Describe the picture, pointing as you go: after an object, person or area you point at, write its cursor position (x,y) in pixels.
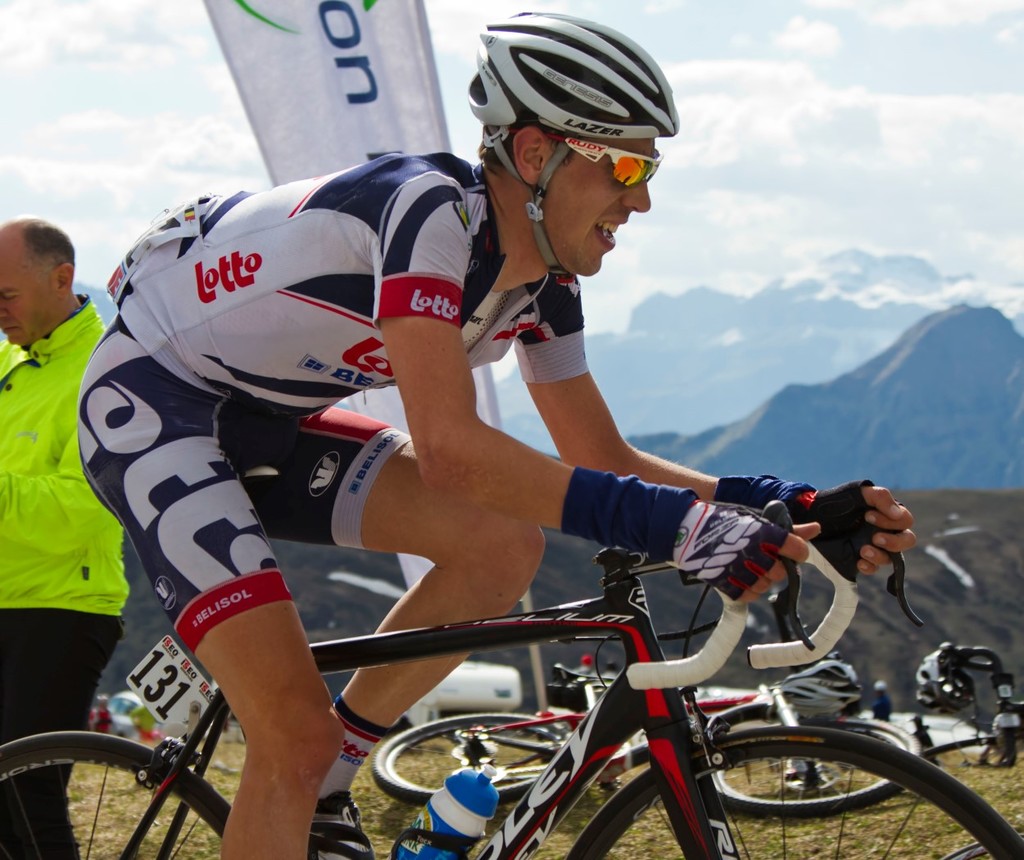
A person (430,211) wore a helmet (541,210) and riding a bicycle (668,573). Background (616,263) there are mountains (826,297), cloudy sky (770,217), bicycle (581,711), hoarding (333,59) and person (45,302). To this bicycle (593,718) there is a number board (171,664) and bottle (456,789).
